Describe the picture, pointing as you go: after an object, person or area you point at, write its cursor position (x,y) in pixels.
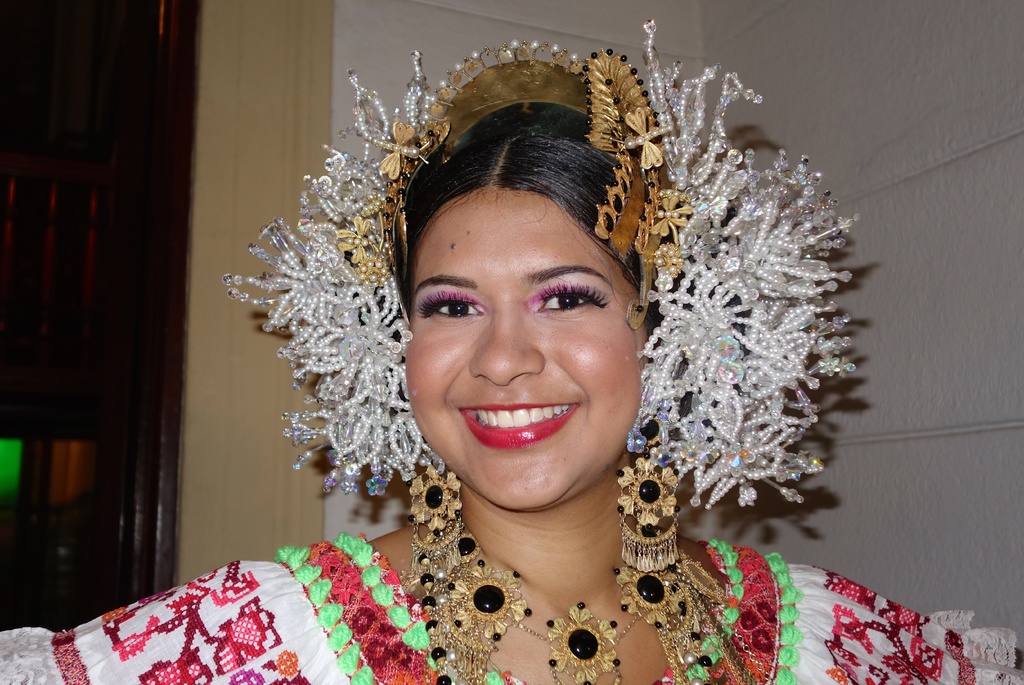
In this image I can see a woman (493,388) smiling. She is wearing accessories (417,520).
